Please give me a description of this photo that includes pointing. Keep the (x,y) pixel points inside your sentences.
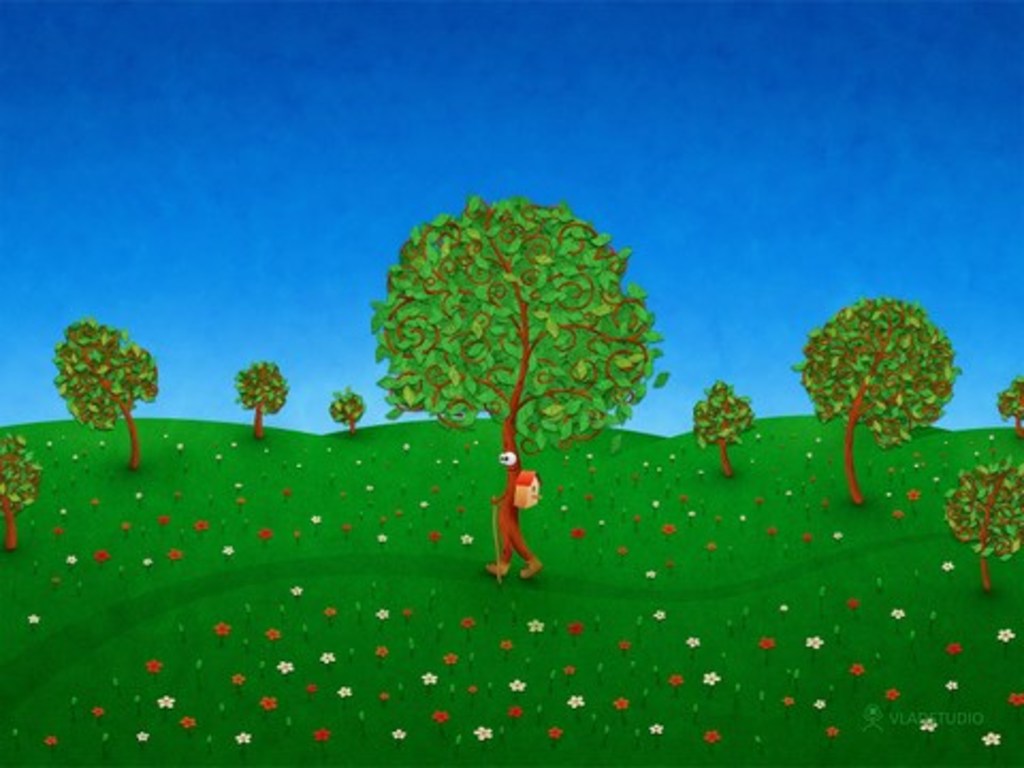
This is an illustration. In this image we can see a group of trees (516,348), some flowers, grass (383,449) and the sky (314,327) which looks clear. In the center of the image (507,495) we can see a tree (512,390) walking holding a stick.
